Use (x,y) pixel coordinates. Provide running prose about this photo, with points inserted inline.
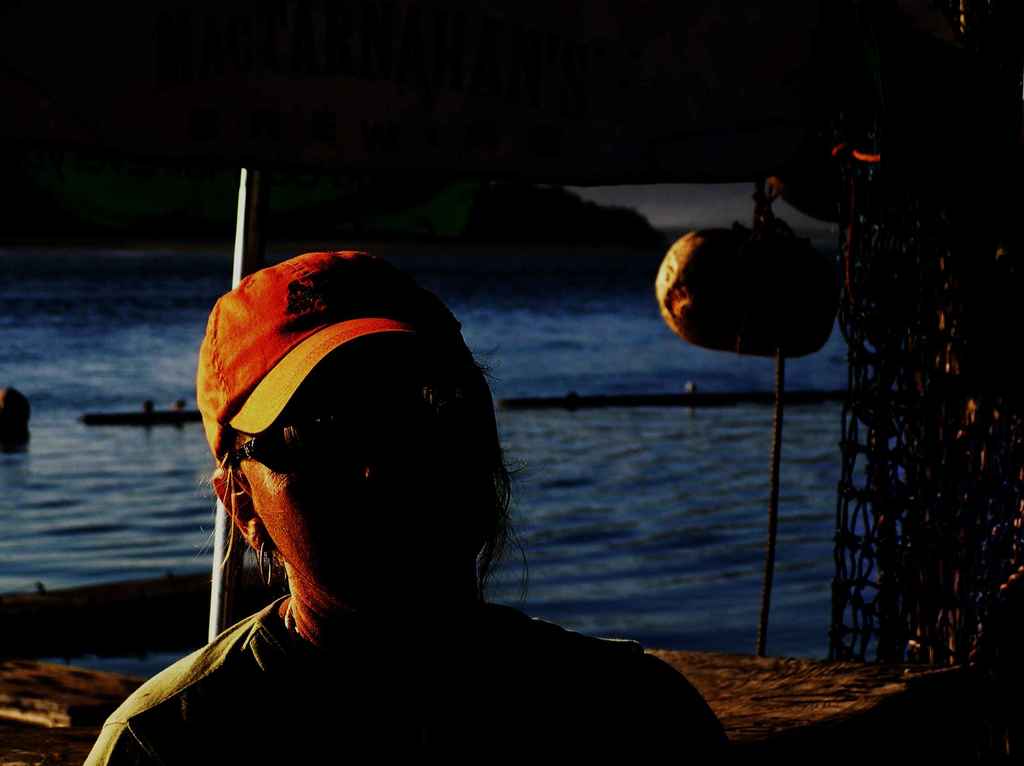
In this image we can see a woman (290,422) wearing cap (327,320) and goggles (309,436). In the background (800,495), we can see net (879,498), pole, water (619,501), container (673,322) and the sky (686,220).
